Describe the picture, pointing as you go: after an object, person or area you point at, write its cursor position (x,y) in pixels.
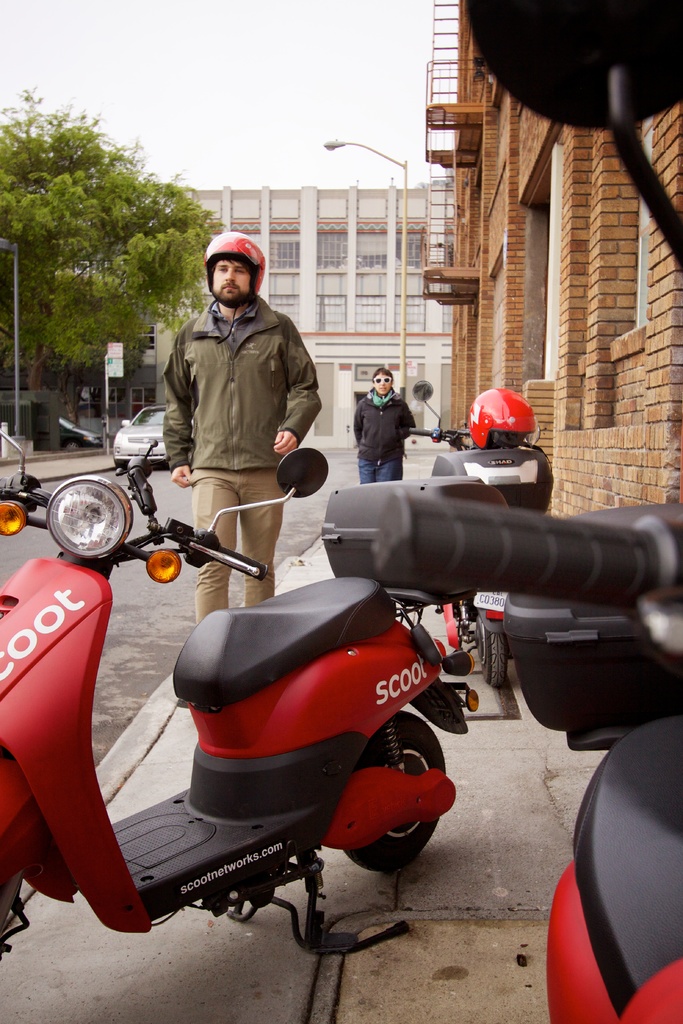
In this picture there are bikes (419,708) at the bottom side of the image (350,788) and there is a person (228,501) on the left side of the image (226,372), there are buildings (620,357) and trees (62,357) in the background area of the image (299,284).
